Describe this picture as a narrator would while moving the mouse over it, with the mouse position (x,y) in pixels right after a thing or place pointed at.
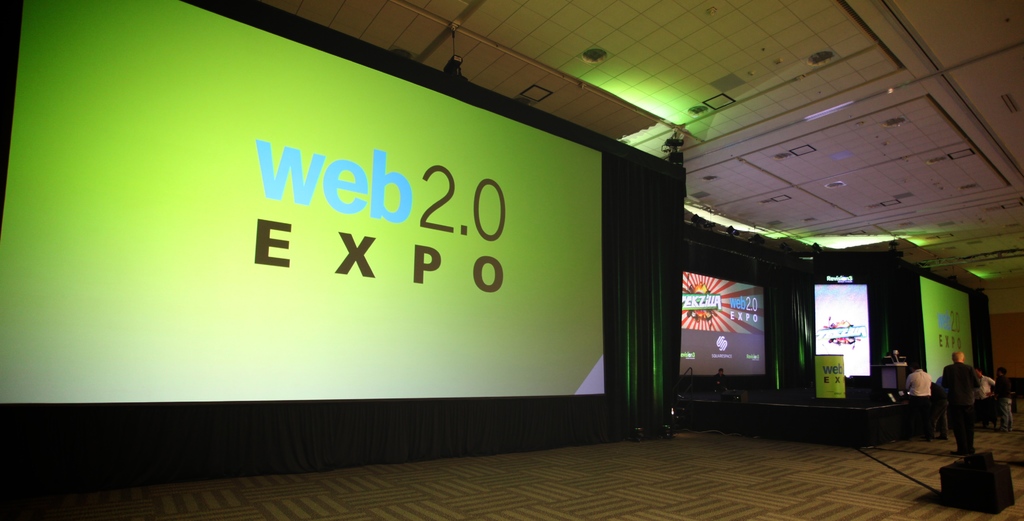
On the left side of the image (36,140) we can see a big screen (360,318) in which some text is displayed and background of the text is green in color. In the middle of the image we can see a screen (705,350) is displayed on which some logos (690,317) and text (704,297) is displayed. We can see the carpet (803,505) on the floor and on the top (764,173) a roof (754,190). On the right side of the image (985,408) we can see some persons (945,427) are standing and watching the screen (848,370).
